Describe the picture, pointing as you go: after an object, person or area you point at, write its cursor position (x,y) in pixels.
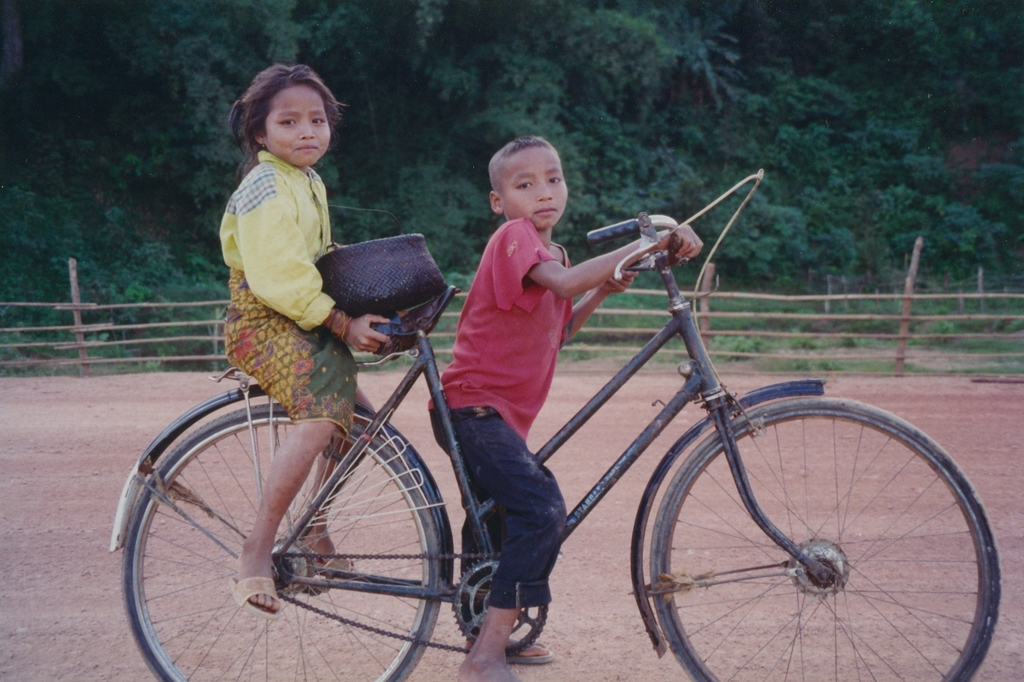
This girl (290,355) and this boy (511,351) are sitting on his bicycle (642,225) and holding seat (379,326) and handle (626,226). In-front of this girl (285,302) there is a container (397,280). Far we can able to see trees (595,83) and fence (847,322).
